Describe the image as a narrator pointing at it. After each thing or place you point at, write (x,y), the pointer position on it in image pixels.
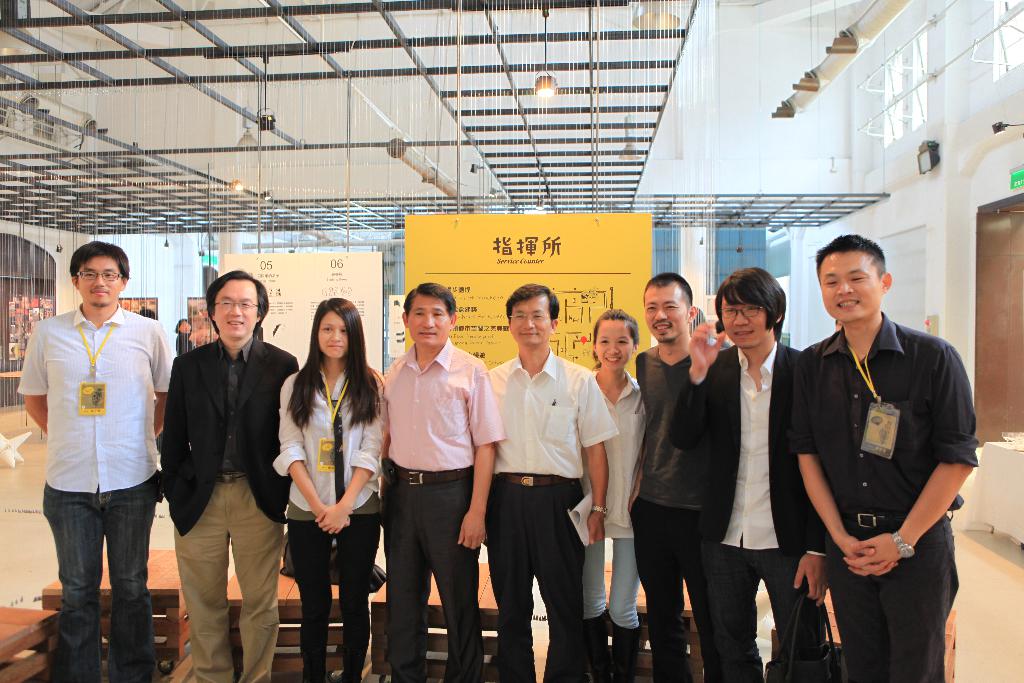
In this picture we can see some people (555,435) are standing and posing for a picture, back side we can see some boards (633,255).
